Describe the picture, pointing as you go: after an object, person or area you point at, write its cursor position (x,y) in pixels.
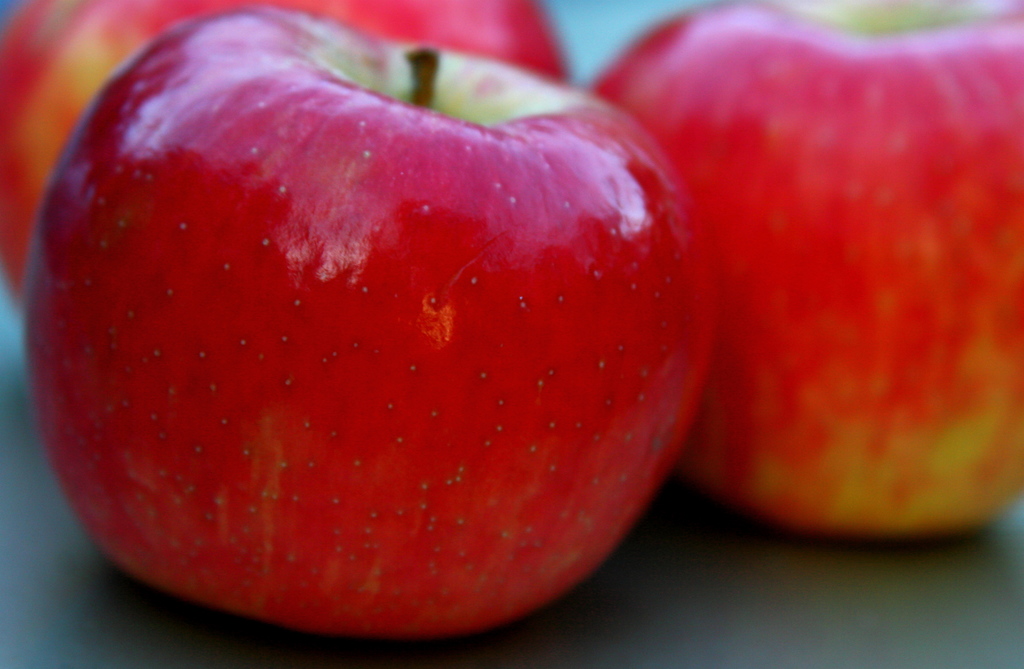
There are three apples (336,213) on a surface (571,600).
